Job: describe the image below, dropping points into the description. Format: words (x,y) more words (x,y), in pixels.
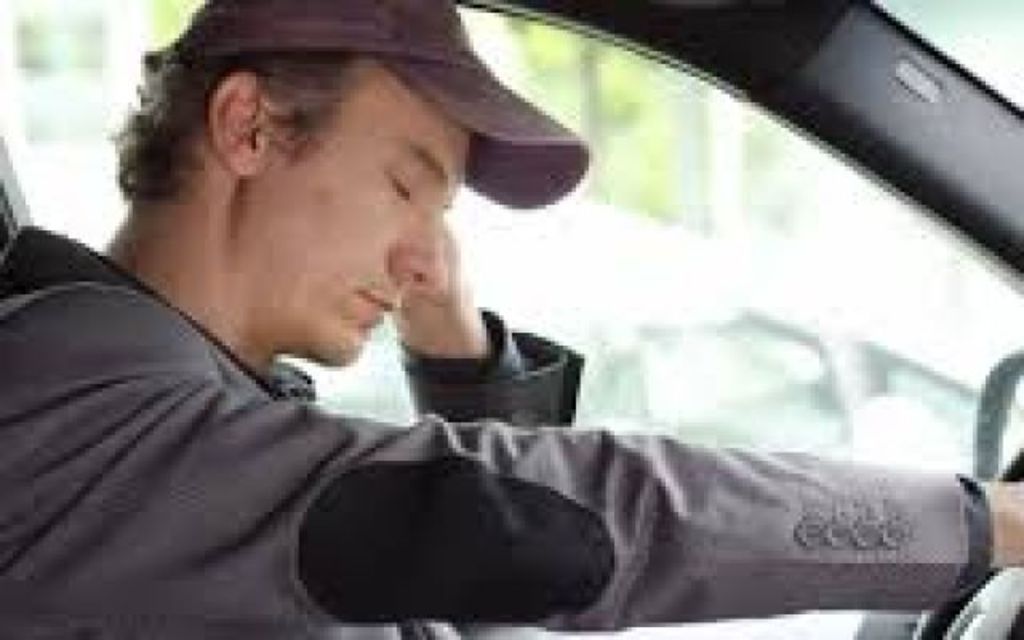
This picture is taken inside the car (698,74). In this image, we can see a man (597,609) sitting and holding a steering (989,597) in his hand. In the background (640,307), we can see a glass window (767,283). Outside of the glass window (605,190), we can see green color and another vehicle (805,367).
